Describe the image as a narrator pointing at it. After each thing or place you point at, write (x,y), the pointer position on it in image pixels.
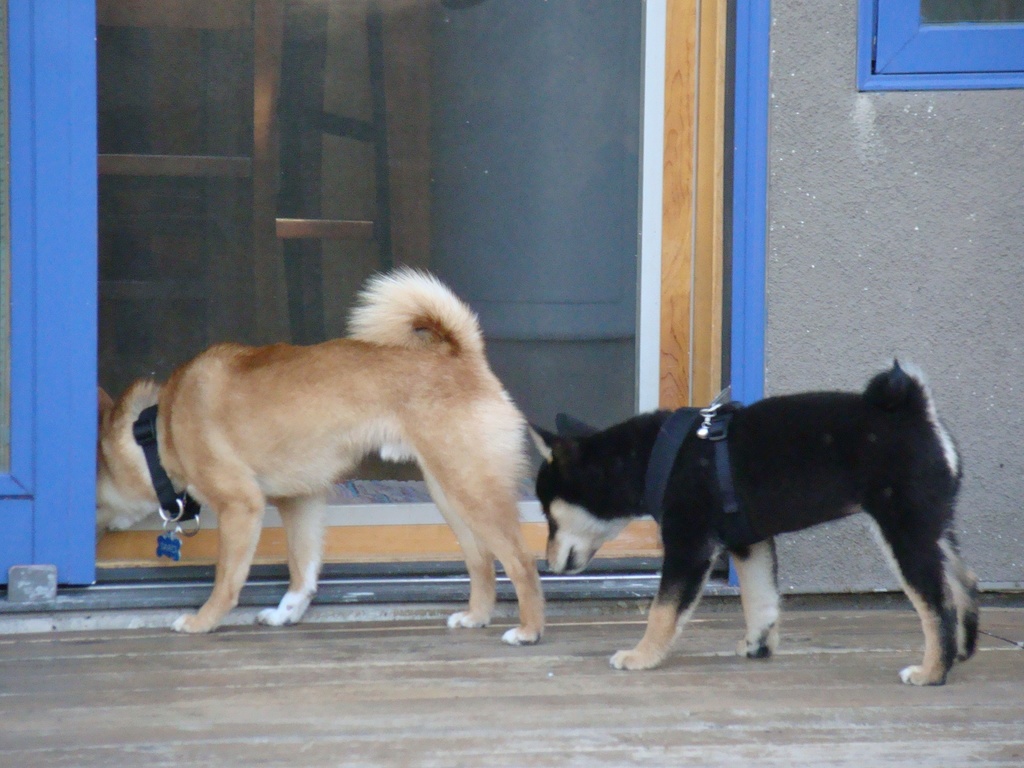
In this image, we can see dogs (827,454) standing on the ground (713,714). We can also see the door (70,548) which is blue in color. On the right side (898,55), we can see a wall (909,99) with a window (905,36).
